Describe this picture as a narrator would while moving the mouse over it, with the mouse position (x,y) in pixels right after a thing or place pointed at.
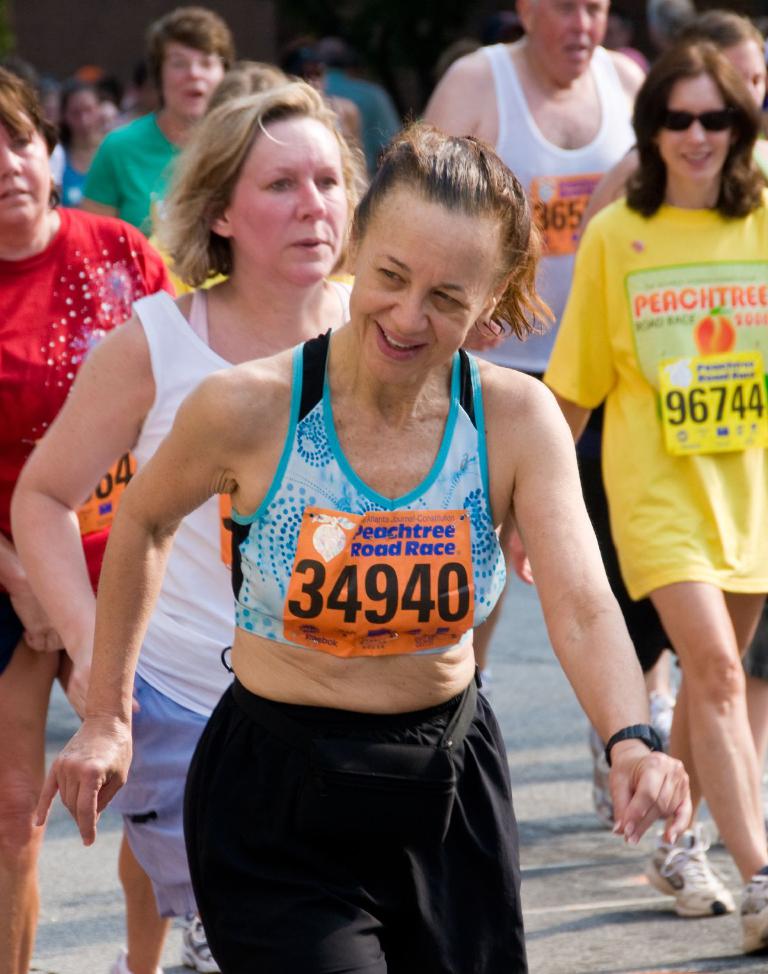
This image is taken outdoors. At the bottom of the image (558,877) there is a road (65,851). In the middle of the image (297,453) two women (244,546) are running on the road (612,907). In the background (128,464) a few people (709,762) are running on the road (69,868).
